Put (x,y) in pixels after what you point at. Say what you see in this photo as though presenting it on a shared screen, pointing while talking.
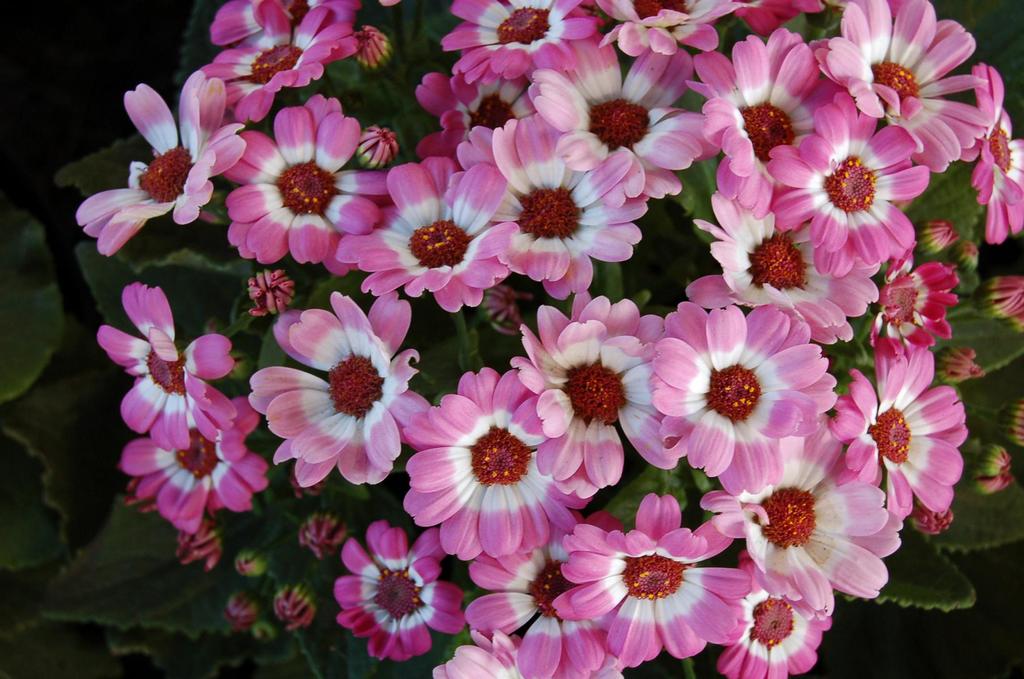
In this picture we can see plants (181,283) with flowers (758,135) and buds (248,602). Behind the plant (218,20), there is a dark background (75,27).
